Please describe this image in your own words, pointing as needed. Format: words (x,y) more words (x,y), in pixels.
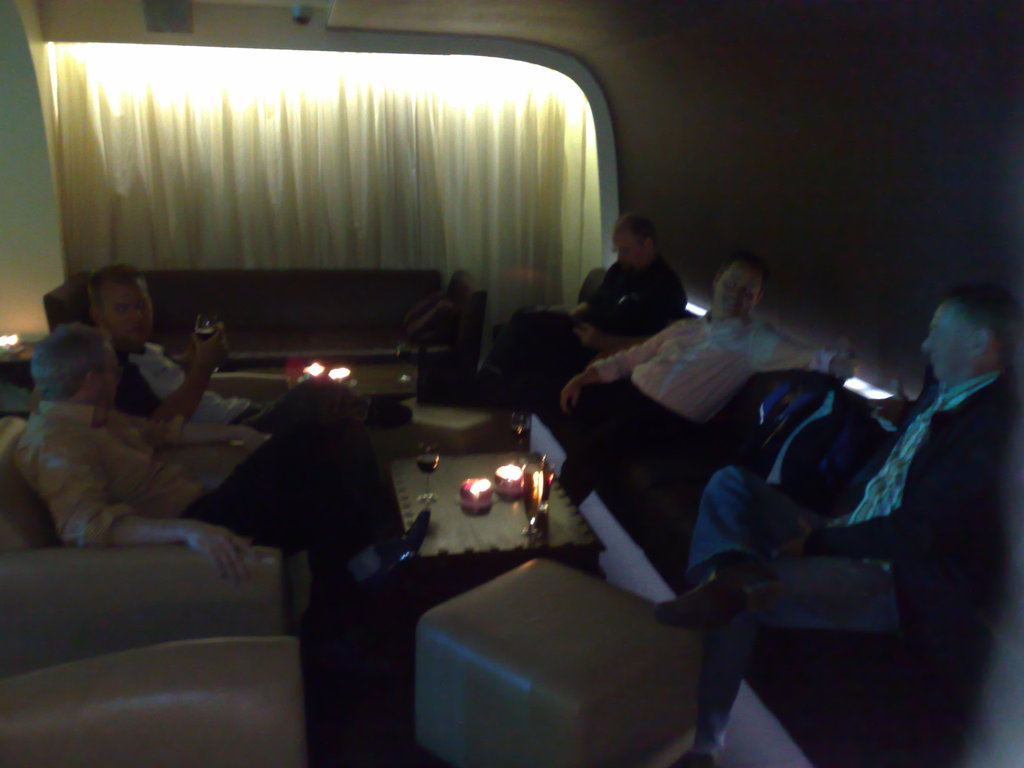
In this picture we can see some persons (606,468) are sitting on the sofa (23,497). This is table (468,551). On the table (475,536) there is a glass (547,494), and a candle (507,480). On the background (504,169) there is a curtain (401,138).
